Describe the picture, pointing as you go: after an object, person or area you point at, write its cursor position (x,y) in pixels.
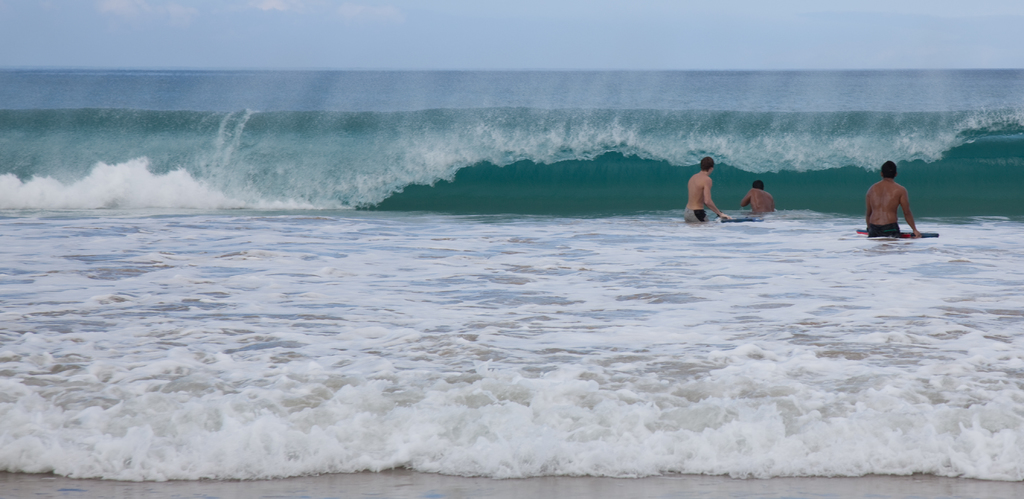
In this picture I can see there is a ocean (821,221) and there are some persons (881,201) standing here with surfing boards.
